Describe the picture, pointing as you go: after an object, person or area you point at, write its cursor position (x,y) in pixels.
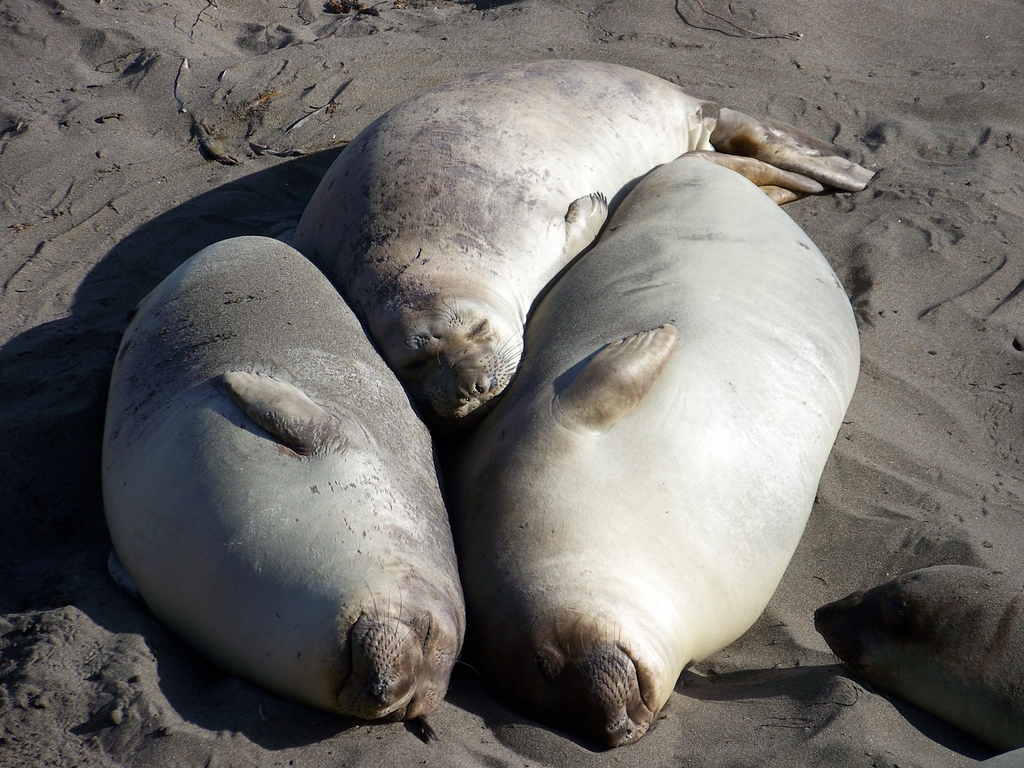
In the picture I can see elephant seal animals (461,262) sleeping on the sand (940,369).
